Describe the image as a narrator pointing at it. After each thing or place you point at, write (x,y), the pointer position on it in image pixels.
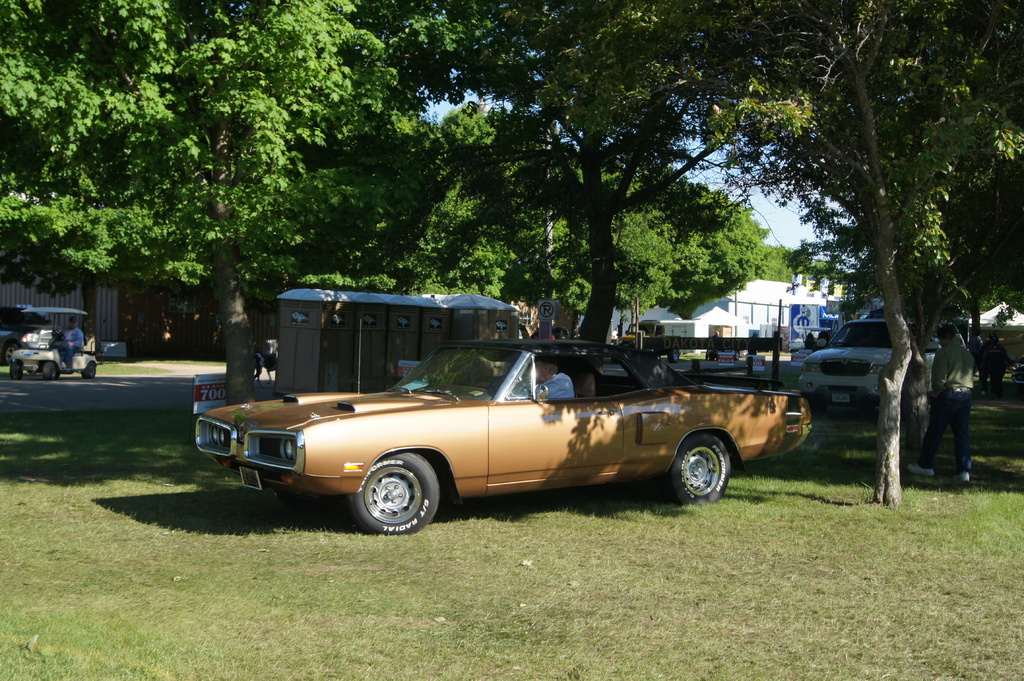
Here in this picture we can see vehicles (281,409) present on the ground (591,509), which is fully covered with grass (641,500) over there and in the far we can see some buildings (765,306) present over there and we can see trees (900,348) and plants (44,211) also present over there and we can see people (942,352) walking and standing on the ground (214,362) here and there.
